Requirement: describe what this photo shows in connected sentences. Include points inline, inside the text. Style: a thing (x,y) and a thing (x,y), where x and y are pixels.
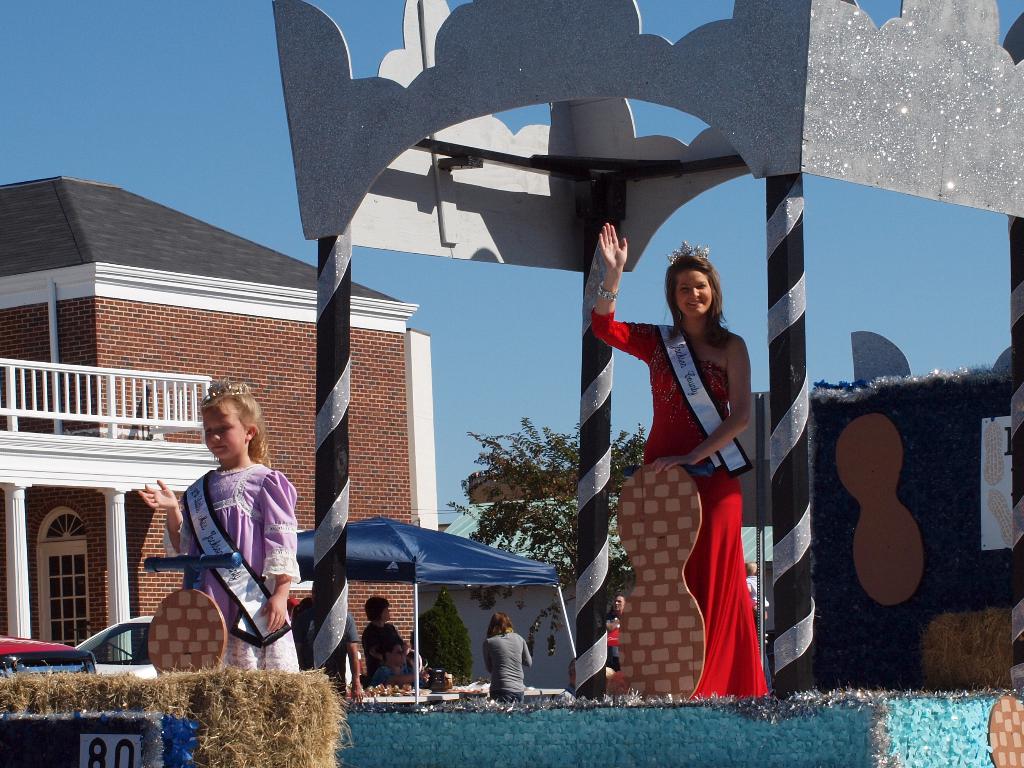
In this image people (256,610) standing on a stage (323,594) that is decorated with few items (655,562), in the background (109,557) there is a house (355,450) trees (537,471) and the sky (154,168).
